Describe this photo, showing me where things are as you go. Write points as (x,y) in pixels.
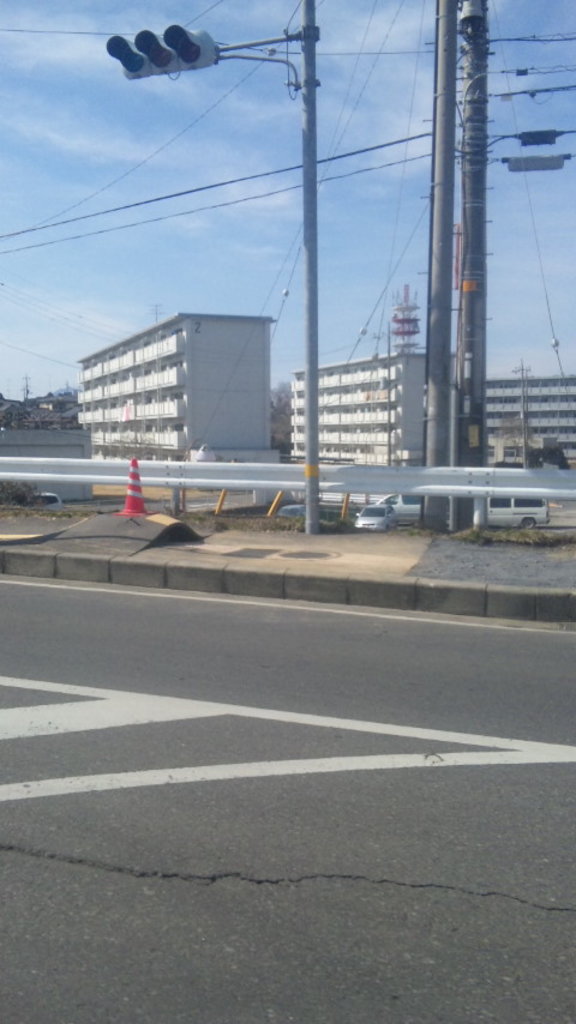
This image is taken outdoors. At the top of the image (153,163) there is the sky (322,135) with clouds (326,49). At the bottom of the image (210,800) there is a road (267,648). In the middle of the image (322,393) there are a few buildings (228,363). There are many poles (442,85) with lights (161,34), wires (520,40) and signal lights (162,55). There is a safety cone (131,505) on the sidewalk (376,556). There is a railing (558,477). A few cars (379,516) are parked on the ground (561,513).
